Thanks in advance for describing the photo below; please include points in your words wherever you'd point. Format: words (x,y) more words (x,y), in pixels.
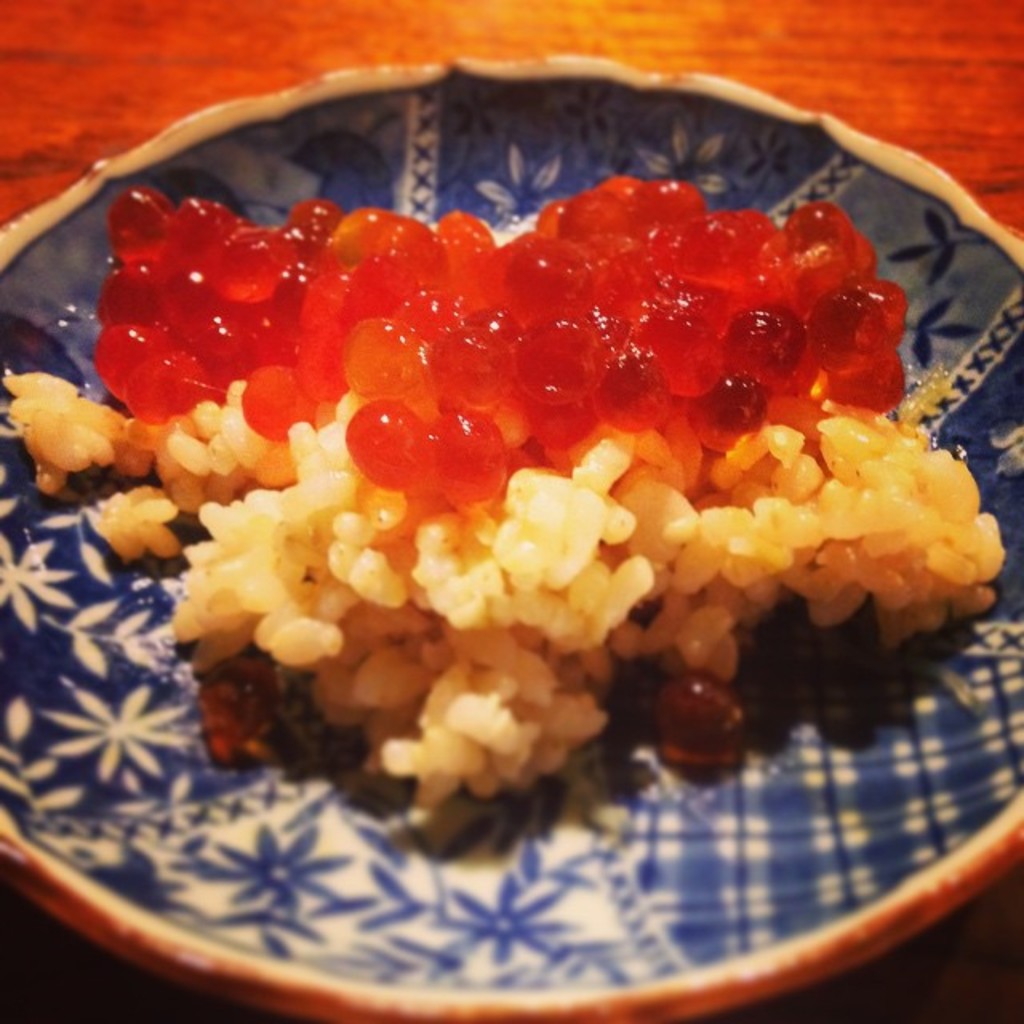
In this picture we can see a plate (734,864) in the front (694,830), there is some food (516,433) present in this plate (724,855), at the bottom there is a wooden surface (852,56).
